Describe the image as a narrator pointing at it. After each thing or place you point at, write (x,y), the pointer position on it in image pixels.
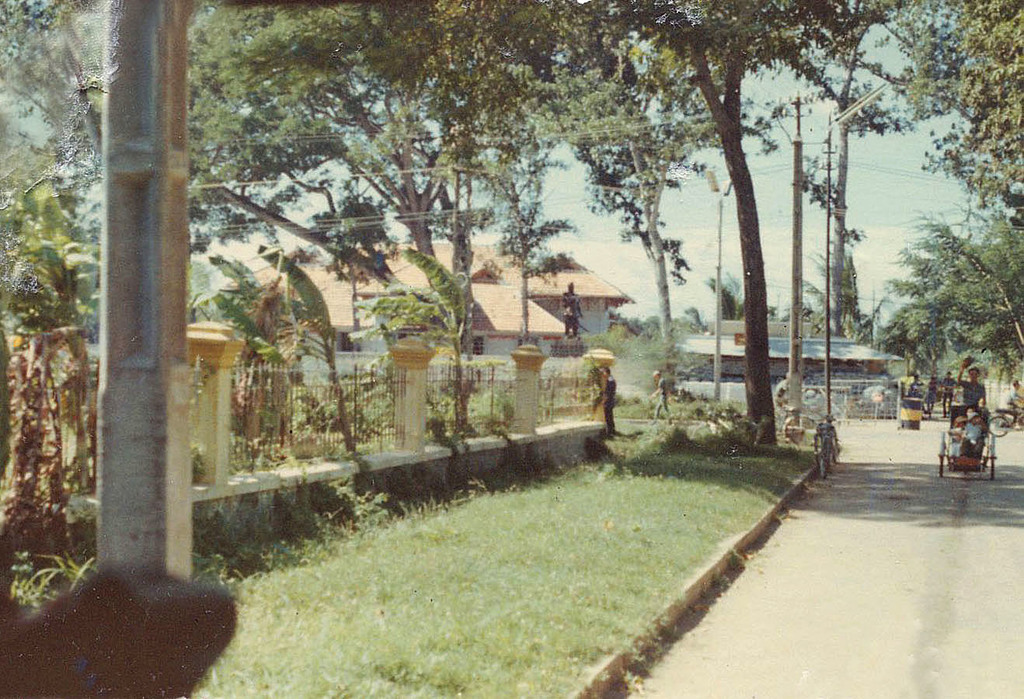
This picture is taken from the outside of the city. In this image, on the right side (996,444), we can see a vehicle (986,435), in the vehicle (985,418), we can see two people (971,390). On the right side (1022,407), we can also see a man (1022,410) riding a motorbike (995,421). On the right side (918,347), we can see a water drum (912,399), trees (987,265), electric wires (908,171). In the middle of the image (677,269), we can see a grass (791,456), trees (763,307). On the left side (173,319), we can see a pole (149,404). In the left corner (12,690), we can see the hand (126,624) of a person (114,698). On the left side (332,399), we can see metal grill (296,415), pillars (518,416), trees (315,27), plants (327,337). In the background (477,289), we can see houses (512,322), statues (575,307), trees (988,329), electric wires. At the top (783,137), we can see a sky (774,177), at the bottom (983,548), we can see a road (859,551).
